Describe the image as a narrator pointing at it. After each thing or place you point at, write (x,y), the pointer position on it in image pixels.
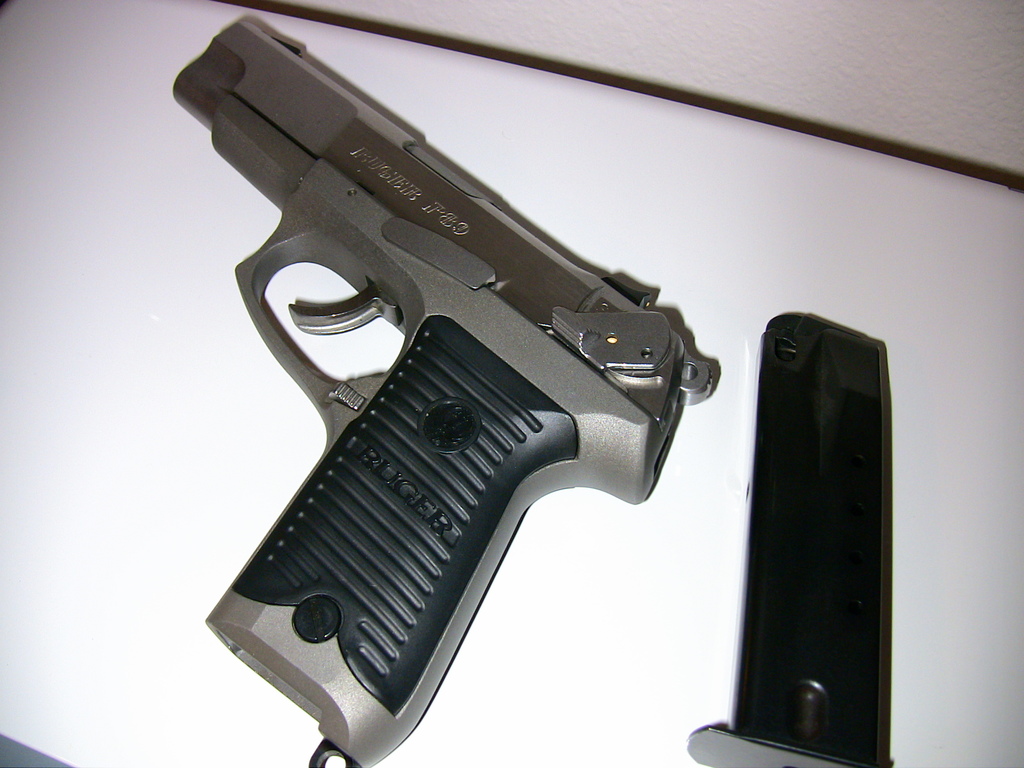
In this image we can see a gun (565,279) and magazine (785,571) on an object (199,702) on a platform (367,27).
